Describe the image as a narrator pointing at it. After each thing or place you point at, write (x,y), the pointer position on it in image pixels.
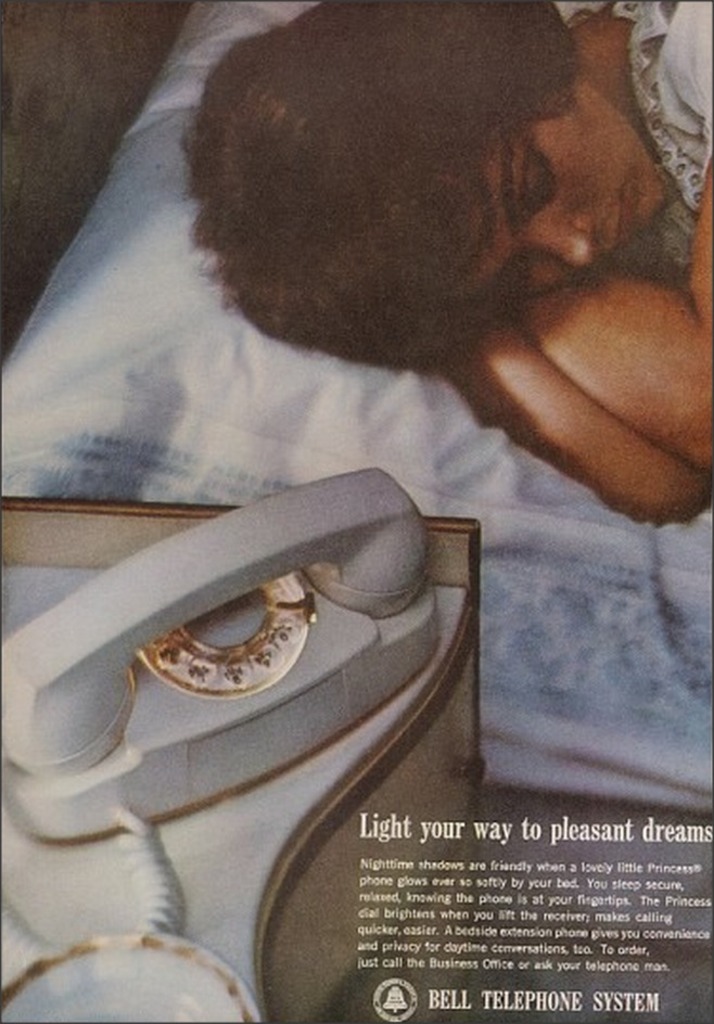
In this image we can see there is a poster (430,787) with text (507,868) written on it. And there is a person (573,360) sleeping on the bed (121,462). At the side there is a table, on the table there is a bowl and phone (325,570).
